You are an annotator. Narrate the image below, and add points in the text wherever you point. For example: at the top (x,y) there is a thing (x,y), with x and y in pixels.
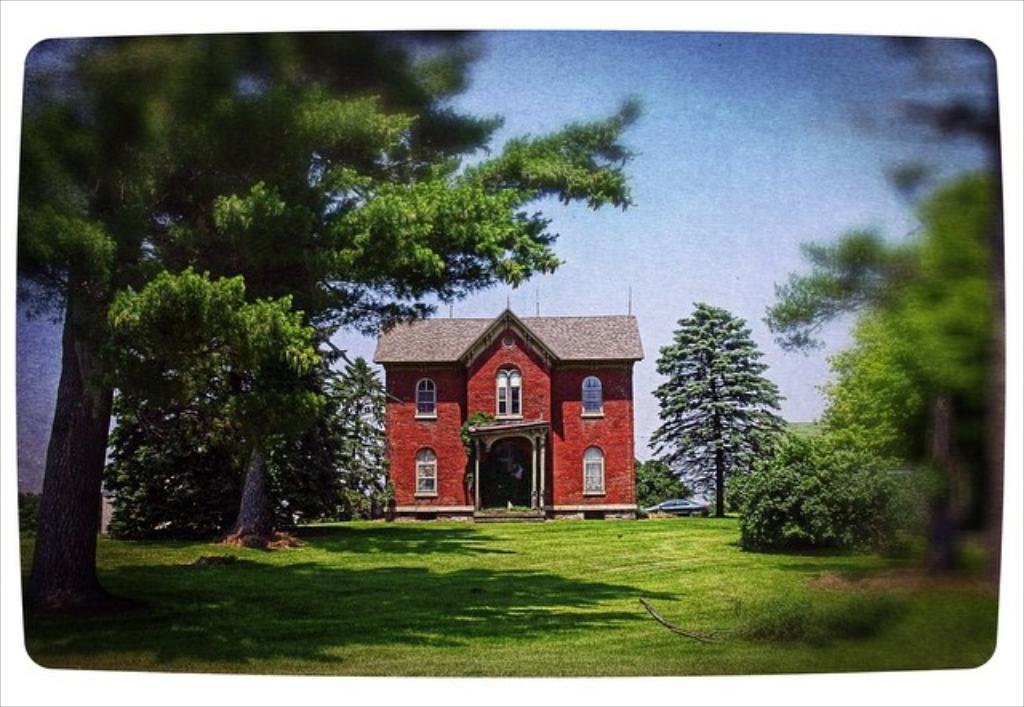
In this picture we can see the grass (603,562), car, trees (689,493), building (550,458) with windows (434,415) and in the background (717,133) we can see the sky (682,173).
